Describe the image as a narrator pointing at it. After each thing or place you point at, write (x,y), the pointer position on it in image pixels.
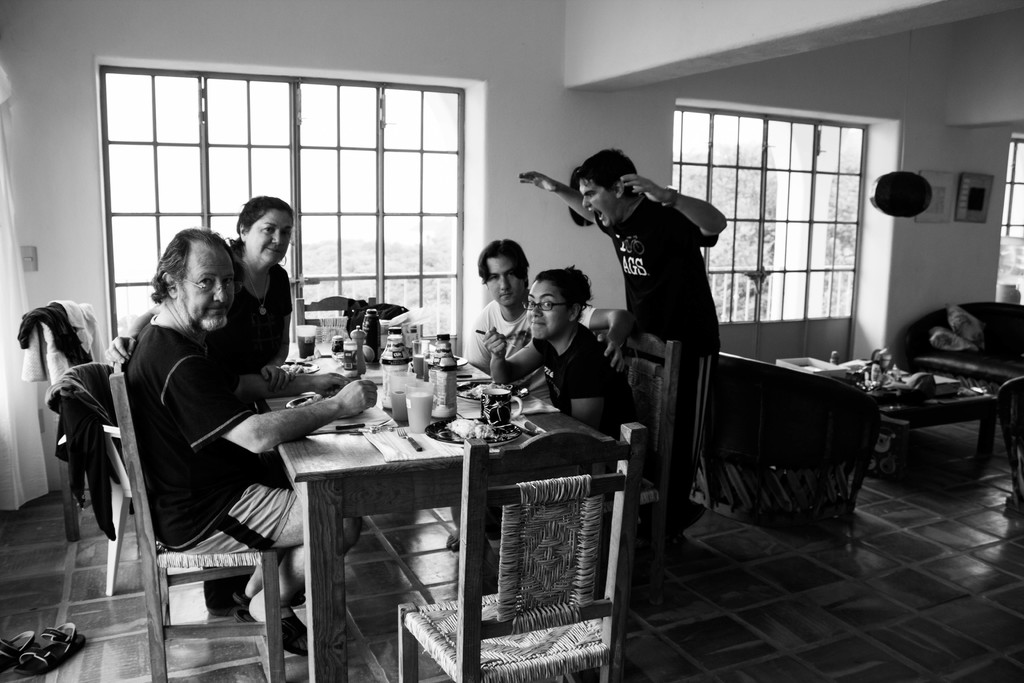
In this picture there are five people (226,306). On the left side (218,495) there is one man (218,472) sitting beside that man (216,315) one woman (265,293) is standing in front of her one man (498,291) is sitting beside that man (502,307) one woman (560,336) is sitting and eating something and she is holding a spoon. In the middle of the image (670,339) there is one man (632,244) standing and screaming. On the top of the image (360,182) there are two windows (750,172). On the right side (833,380) there are two couches (932,348) and one table (956,400) and the couch (962,357) has two pillows (977,336). On the table (316,478) there are two glasses (410,398) one cup (501,406) one fork (416,443) and bottles (377,340) on it. On the left side (25,671) there are a pair of shoes (41,647).
